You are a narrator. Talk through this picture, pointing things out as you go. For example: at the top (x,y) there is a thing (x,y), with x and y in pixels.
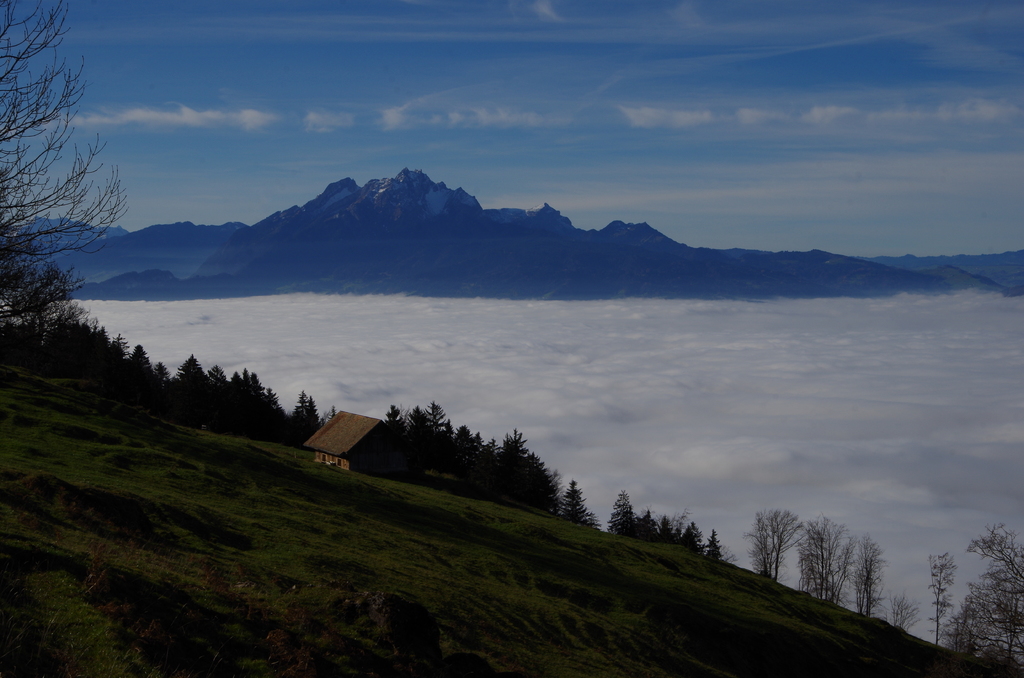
In this image there is slope land (433,514), on that land (335,486) there is a house (372,426) and trees (78,338), in the background (881,393) there is snow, mountains (372,290) and the sky (232,113).
